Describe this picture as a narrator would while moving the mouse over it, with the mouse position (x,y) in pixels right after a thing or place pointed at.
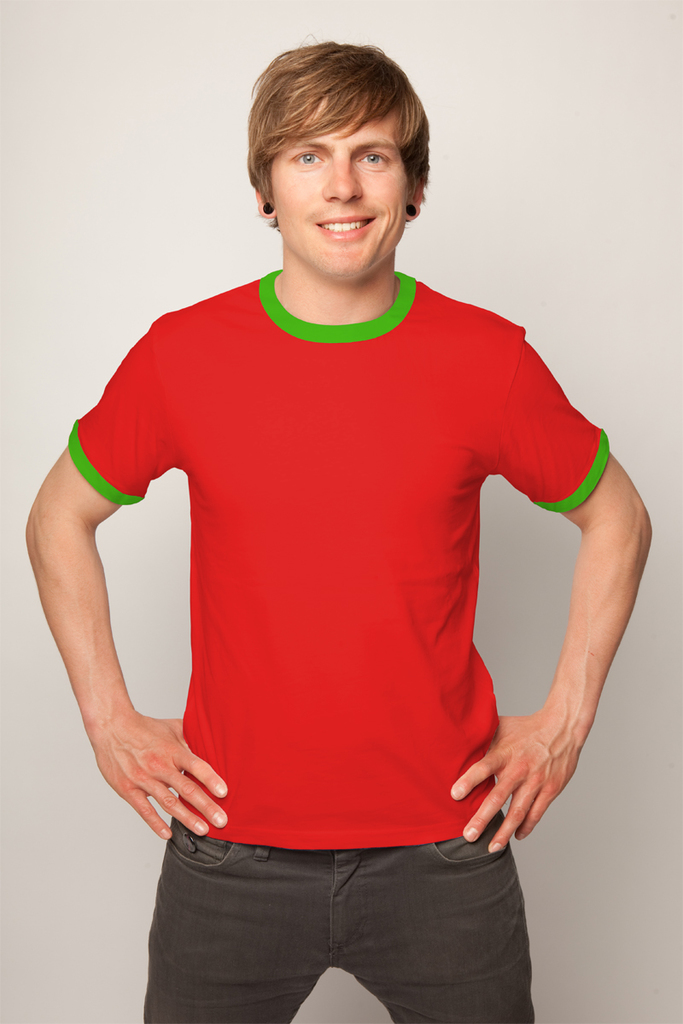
In this image there is a man (302,461) wearing red t-shirt (242,458). He is smiling. The background (496,67) is white.
